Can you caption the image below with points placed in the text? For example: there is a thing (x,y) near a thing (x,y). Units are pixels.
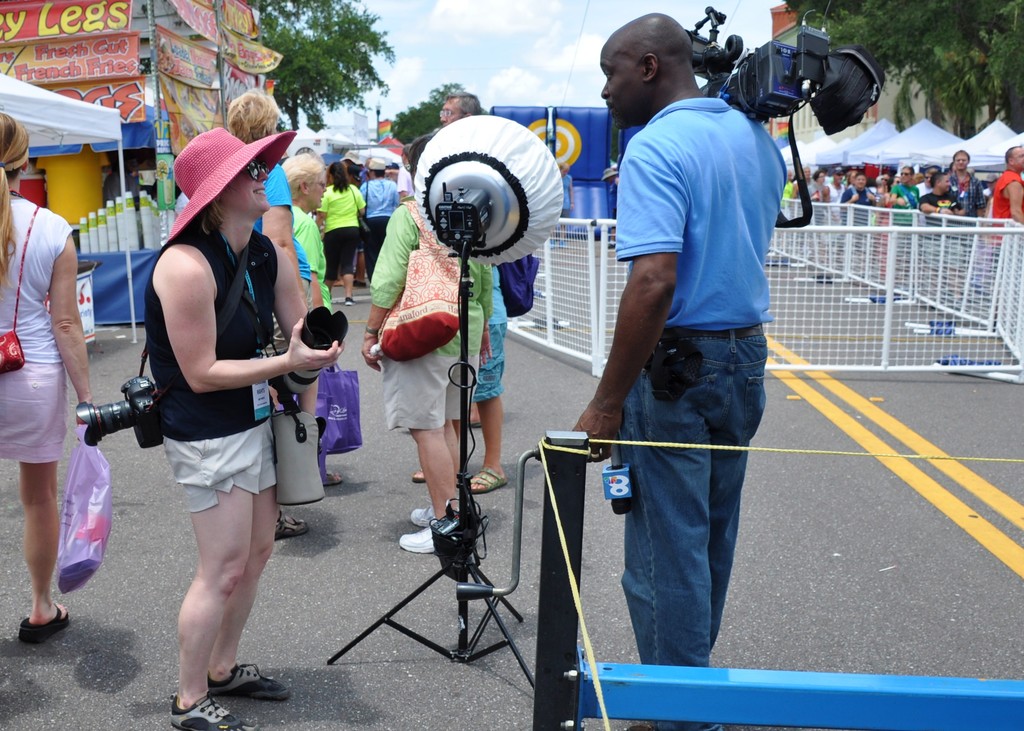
In the middle of the image (671,419) few people (38,528) are standing and holding something in their hands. Behind them there are some tents (110,136) and fencing (986,370) and trees (1019,7). At the top of the image (524,103) there are some clouds (740,3) and sky (470,2).
